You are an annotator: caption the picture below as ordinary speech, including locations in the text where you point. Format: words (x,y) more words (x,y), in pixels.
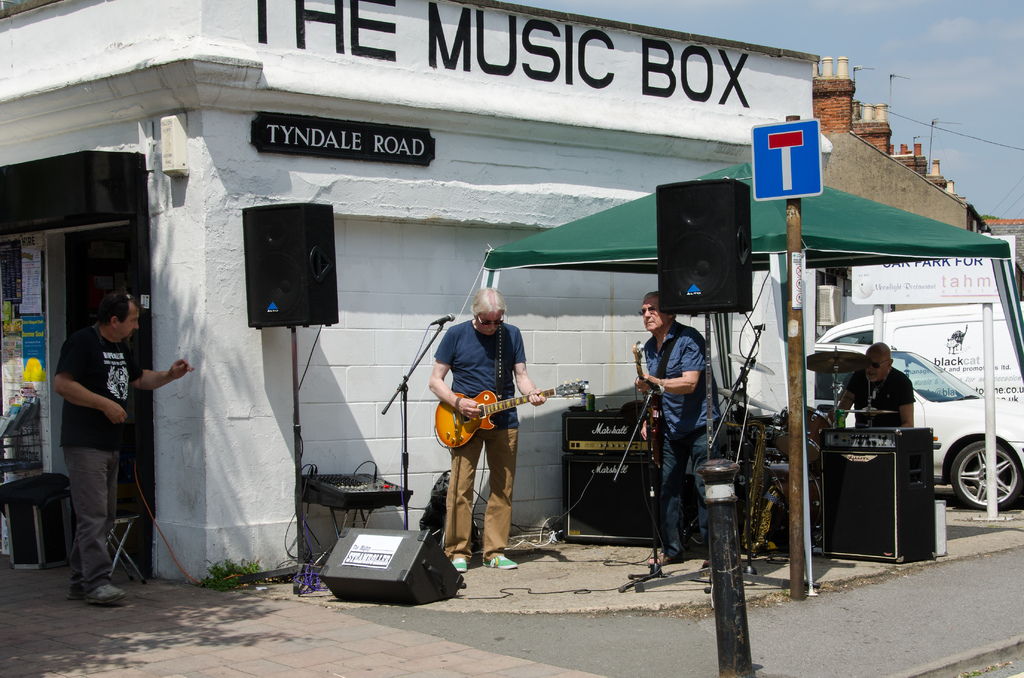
This picture describes about group of people (702,457), two persons (698,420) are playing guitar (483,394) in front of microphone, in front of them we can find speakers (889,539), couple of musical instruments (647,419), and a sign board (784,167), and also we can see a tent (772,228), couple of buildings (393,79) and couple of vehicles (917,338).
